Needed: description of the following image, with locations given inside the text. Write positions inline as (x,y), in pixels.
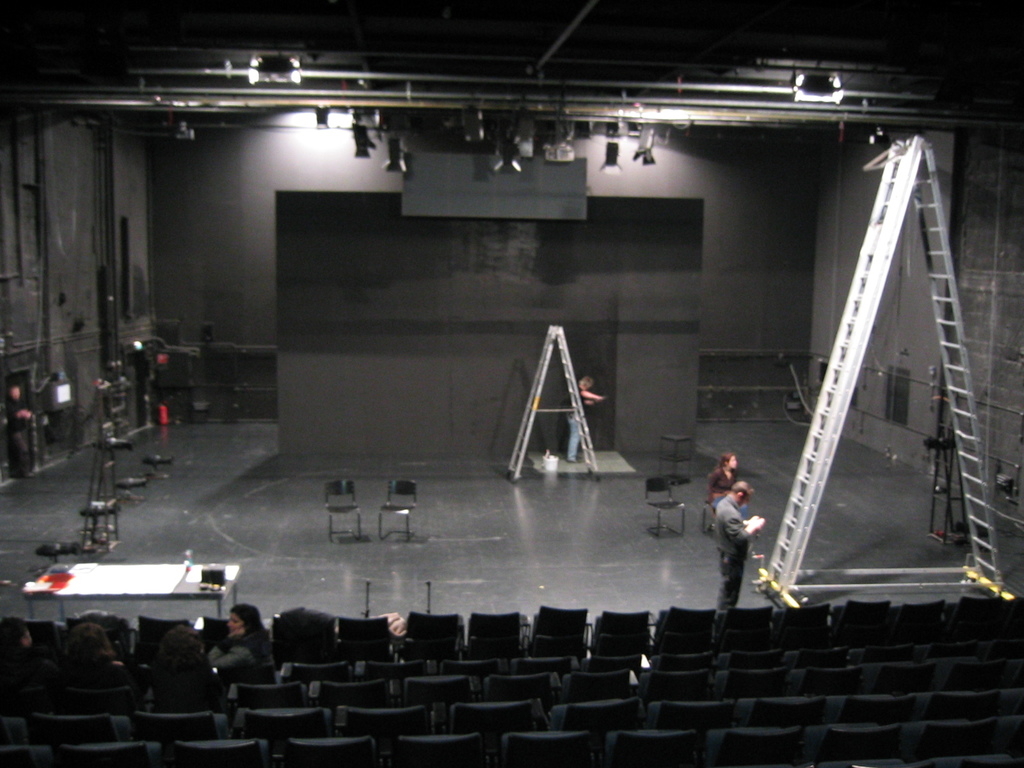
In the foreground of the image (190,667) we can see a group of people (163,664) sitting on chairs (412,687). To the right side of the image (733,552) we can see two persons (720,492) standing on the floor (714,535) and a ladder (898,214) is placed on the floor (870,578). In the center of the image (391,494) we can see two chairs (399,504) placed on the floor (389,537). In the background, we can see a person (569,442) standing and a screen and group of lights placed on the ceiling (511,52).
